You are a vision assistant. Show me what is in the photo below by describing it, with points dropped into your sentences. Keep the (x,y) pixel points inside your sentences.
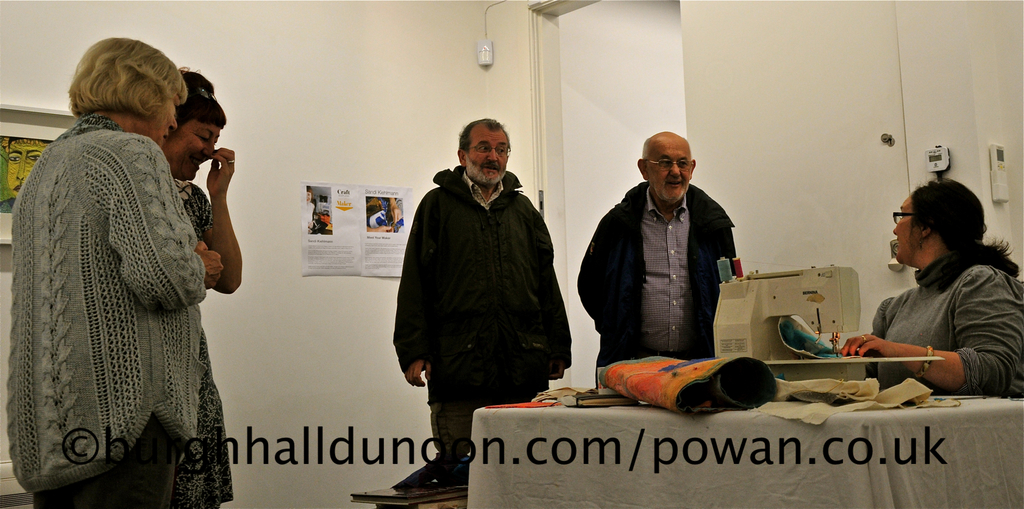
In the center of the image (497,199) there are two people (452,232) standing. In the background of the image (246,58) there is a wall (237,111). There are posters (307,215) on the wall (354,134). There is a door (546,34). To the right side of the image (900,239) there is a woman (919,362) sitting. In front of her there is a table (605,410) on which there is a stitching machine (778,335) and other objects (704,391). To the left side of the image (112,56) there are two ladies (112,239) standing. At the bottom of the image (312,444) there is some text (539,440).
